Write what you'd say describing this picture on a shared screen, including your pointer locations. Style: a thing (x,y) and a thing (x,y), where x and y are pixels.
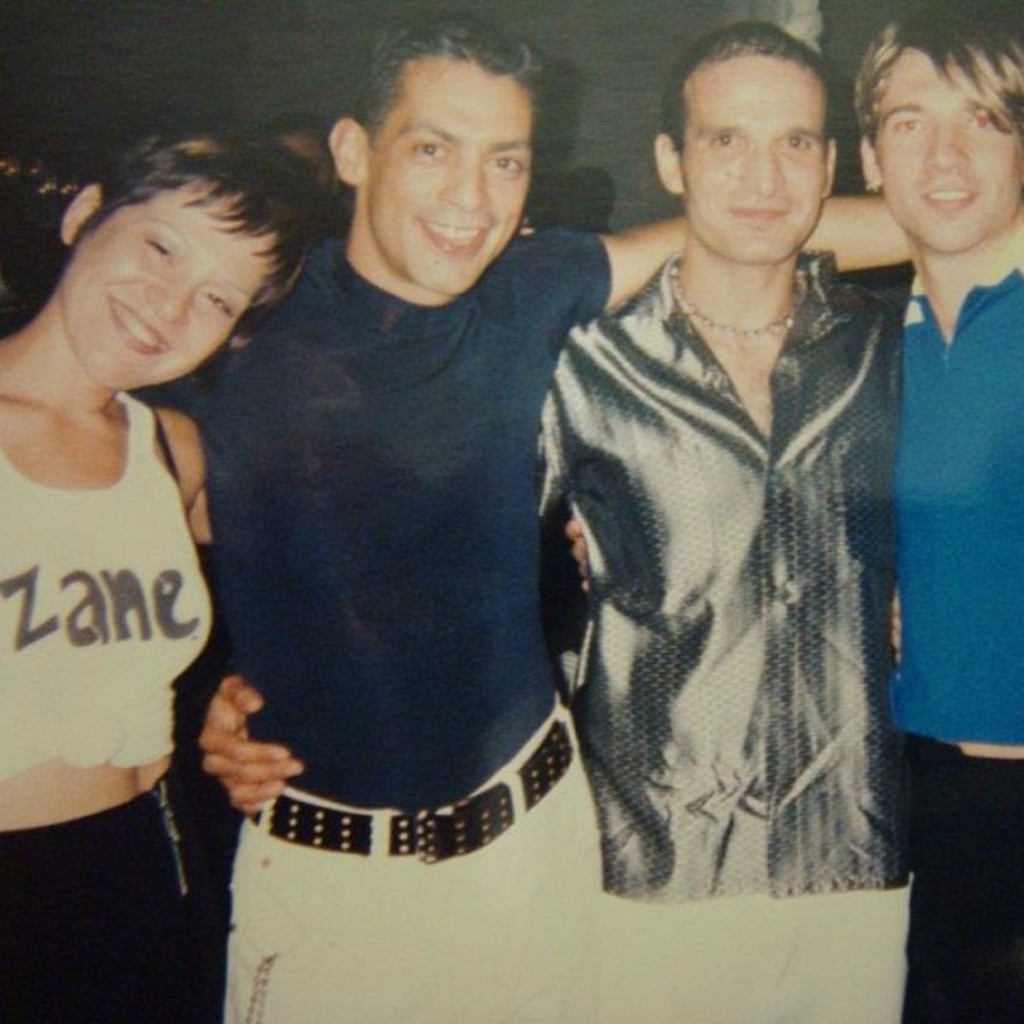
In this image we can see some people (634,566) are standing and posing.
